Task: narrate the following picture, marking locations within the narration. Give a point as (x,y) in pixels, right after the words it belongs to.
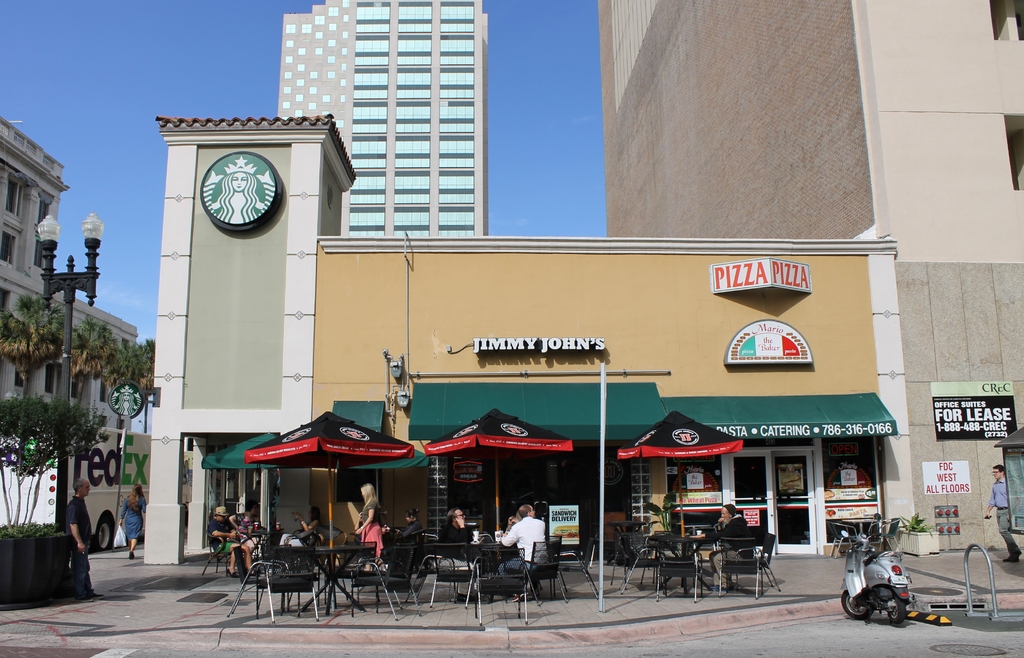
In this image we can see buildings (303,349), persons (122,515) walking on the road (210,567), motor vehicles (149,471) on the road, street poles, street lights (70,429), plants (40,417), trees (33,428), persons (245,566) sitting on the chairs (376,557) under the parasols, name boards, information boards (971,423) and sky (561,143).
